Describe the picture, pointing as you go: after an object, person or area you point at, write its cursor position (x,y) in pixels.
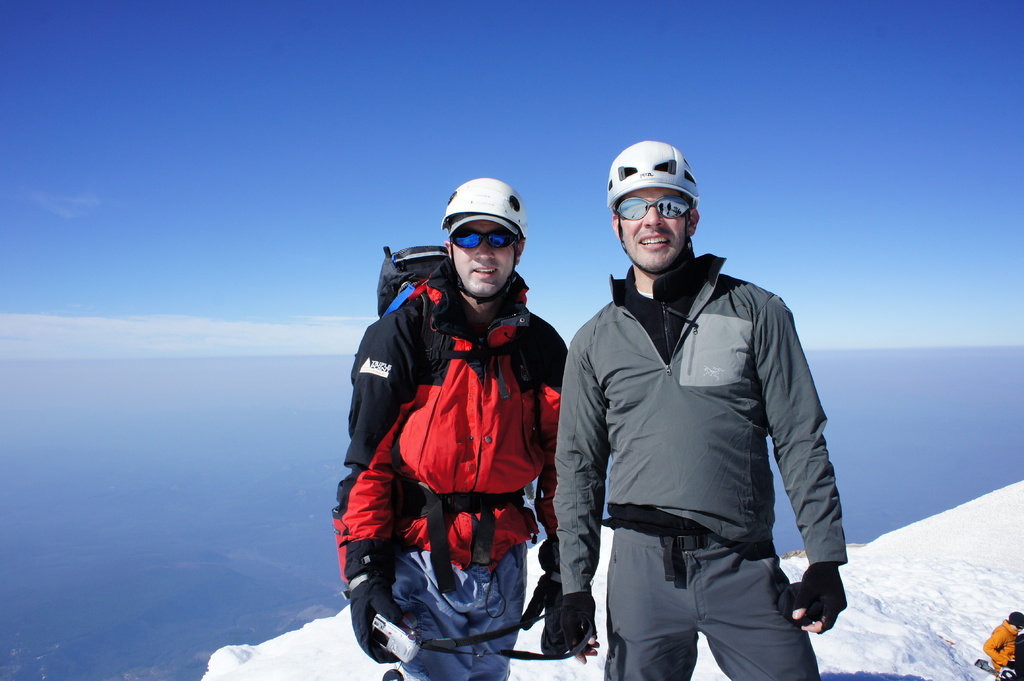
In this picture I can see couple of men (669,447) standing. they wore helmets (512,194) on their heads (695,223) and sunglasses (680,208) on their faces (485,272) and I can see a man (390,337) wore a backpack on his back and I can see a blue sky (843,163) and a blue cloudy sky (234,291) and I can see water (257,592) and I can see snow (890,597) and looks like a person (989,649) on the side.
